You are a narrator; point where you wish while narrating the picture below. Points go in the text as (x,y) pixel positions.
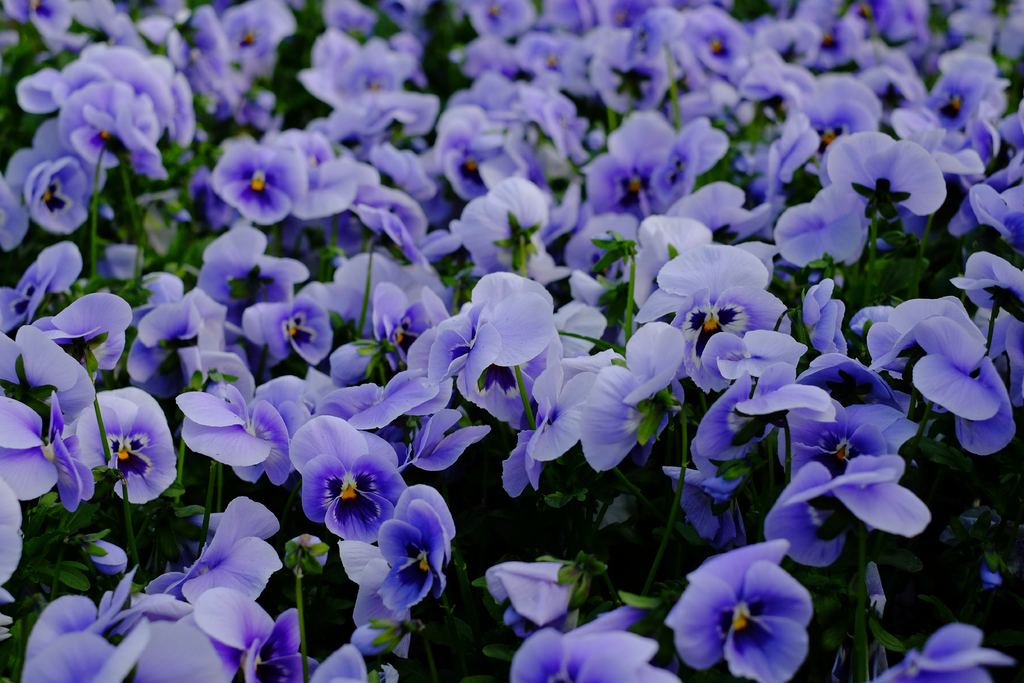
In this picture we can see flowers (445,413) and plants (487,509).
